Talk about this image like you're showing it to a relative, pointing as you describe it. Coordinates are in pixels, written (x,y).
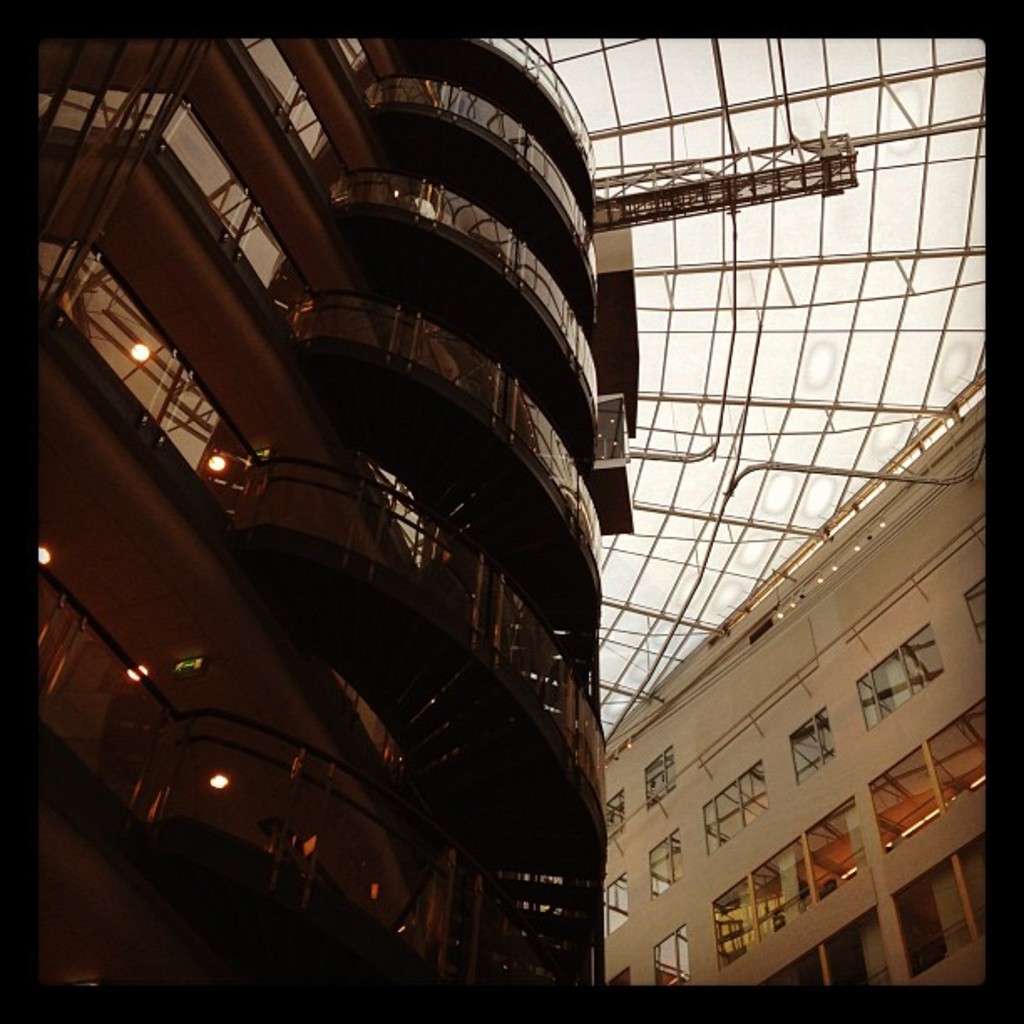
In this image I can see a building (398,514) which is brown in color and another building (742,711) which is cream in color. I can see few windows (804,768) of the building (752,853) through which I can see few lights (220,465). I can see the ceiling (811,292) of the building (842,761) which is cream in color.
